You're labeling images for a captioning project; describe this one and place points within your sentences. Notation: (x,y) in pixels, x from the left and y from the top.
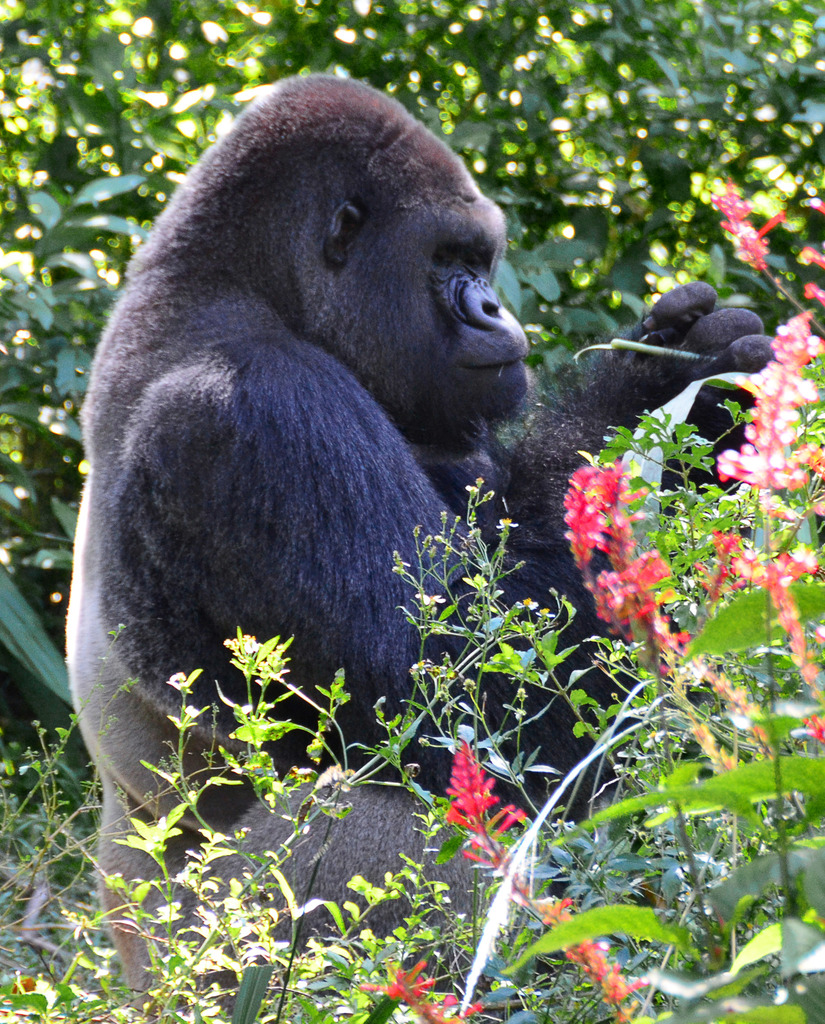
Here in this picture we can see a gorilla (287,339) present on the ground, which is fully covered with flower plants (407,728) and trees (512,191) all over there.
